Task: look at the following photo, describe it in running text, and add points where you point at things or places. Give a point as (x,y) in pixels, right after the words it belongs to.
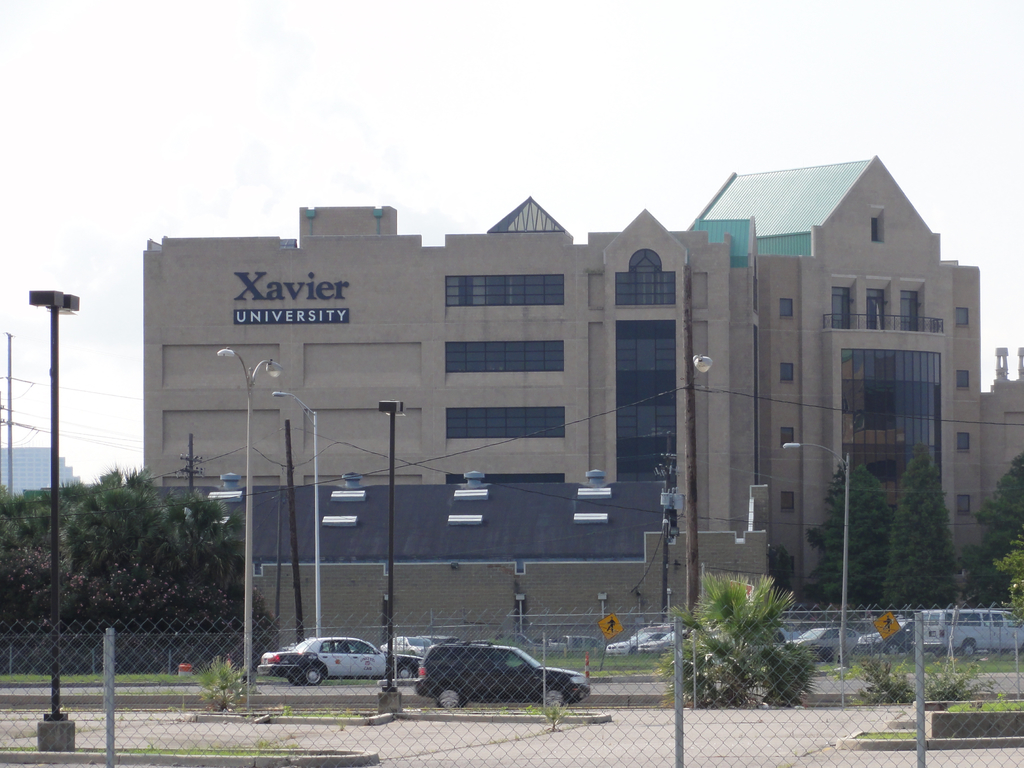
In this picture we can see a building (664,388) here, at the bottom (665,655) there is fencing (649,657), we can see some vehicles (872,637) traveling here, on the left side (119,552) there are some trees (142,550), we can see poles (246,539) and lights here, there is the sky (415,50) at the top of the picture (418,40), we can see grass (974,708) here.
